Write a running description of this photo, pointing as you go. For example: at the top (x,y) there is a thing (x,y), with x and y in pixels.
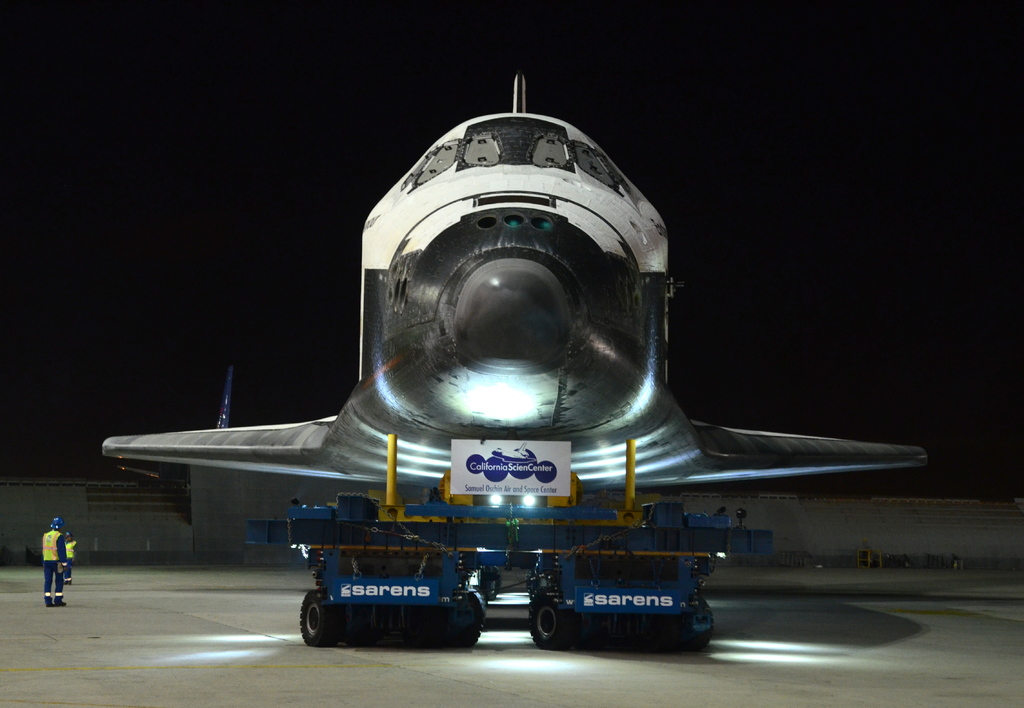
In the picture we can see an aircraft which is being moved and kept on the stand (493,509) with some wheels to it and besides it, we can see some persons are standing wearing a jacket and helmets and in the background (183,506) we can see a wall (206,508).
